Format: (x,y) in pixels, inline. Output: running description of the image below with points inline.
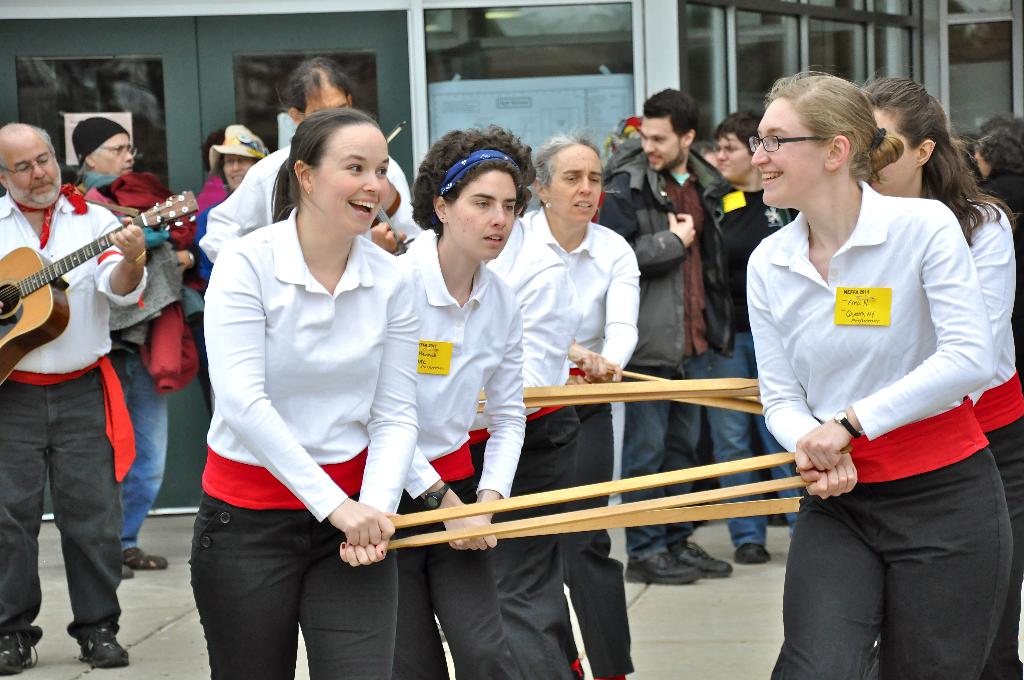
There are a few women (933,95) on the right side (810,106) and they are playing with sticks (650,375). There is a man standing on the left side (124,666) and he is playing a guitar (2,368). In the background (225,150) we can see a few people (137,194) and a glass window (494,41).
